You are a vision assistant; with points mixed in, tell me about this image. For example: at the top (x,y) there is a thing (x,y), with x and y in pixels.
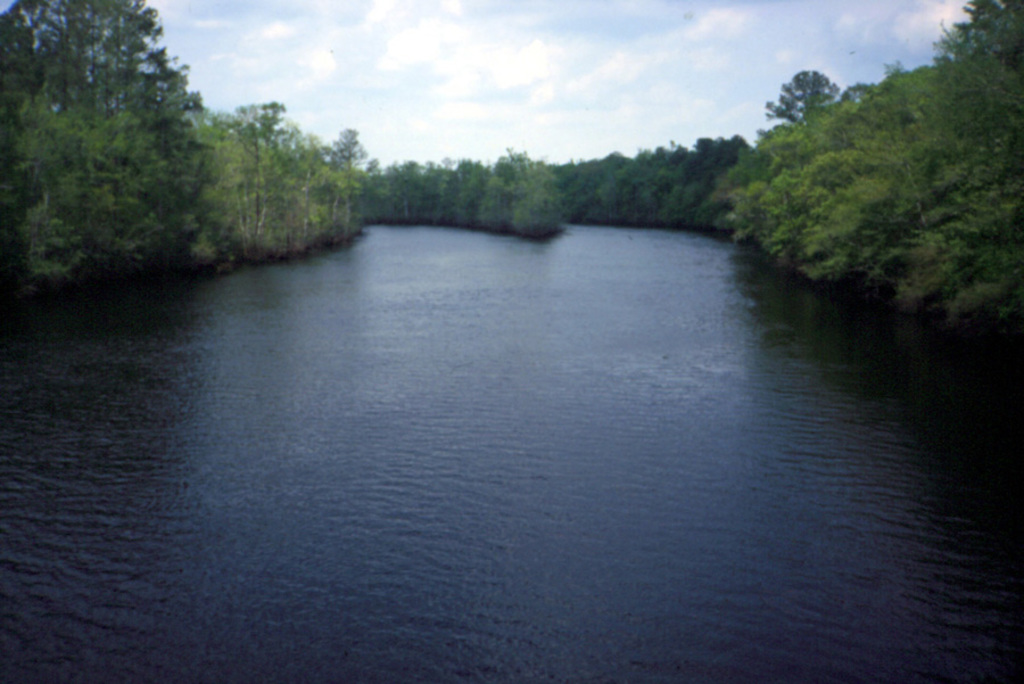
In the picture we can see water (735,358) and around it we can see, full of plants (952,213) and trees (939,217) and in the background (440,116) we can see a sky (601,106) with clouds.
